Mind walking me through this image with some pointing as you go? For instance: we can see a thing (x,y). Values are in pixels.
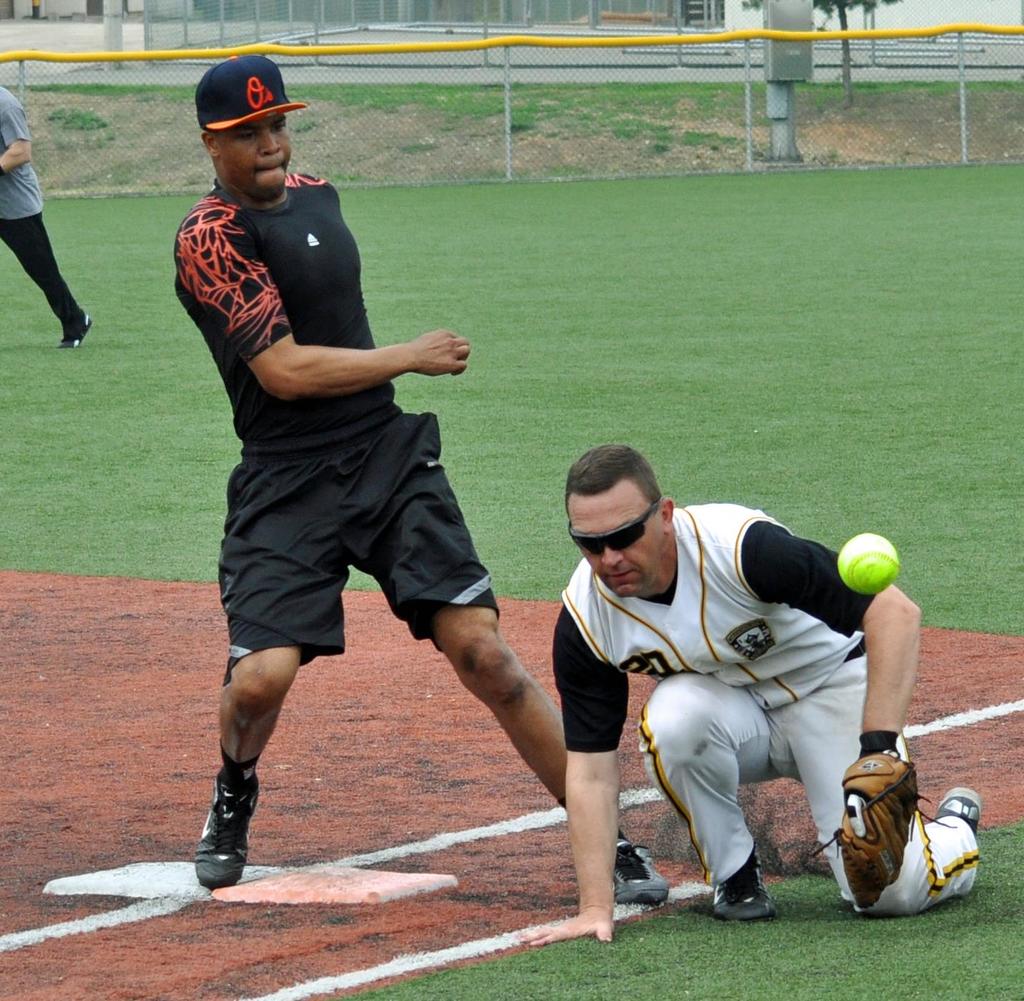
In the picture I can see few people (889,634) are playing on the grass (540,536) and we can see the ball (877,582), around there is a fence (369,150).
